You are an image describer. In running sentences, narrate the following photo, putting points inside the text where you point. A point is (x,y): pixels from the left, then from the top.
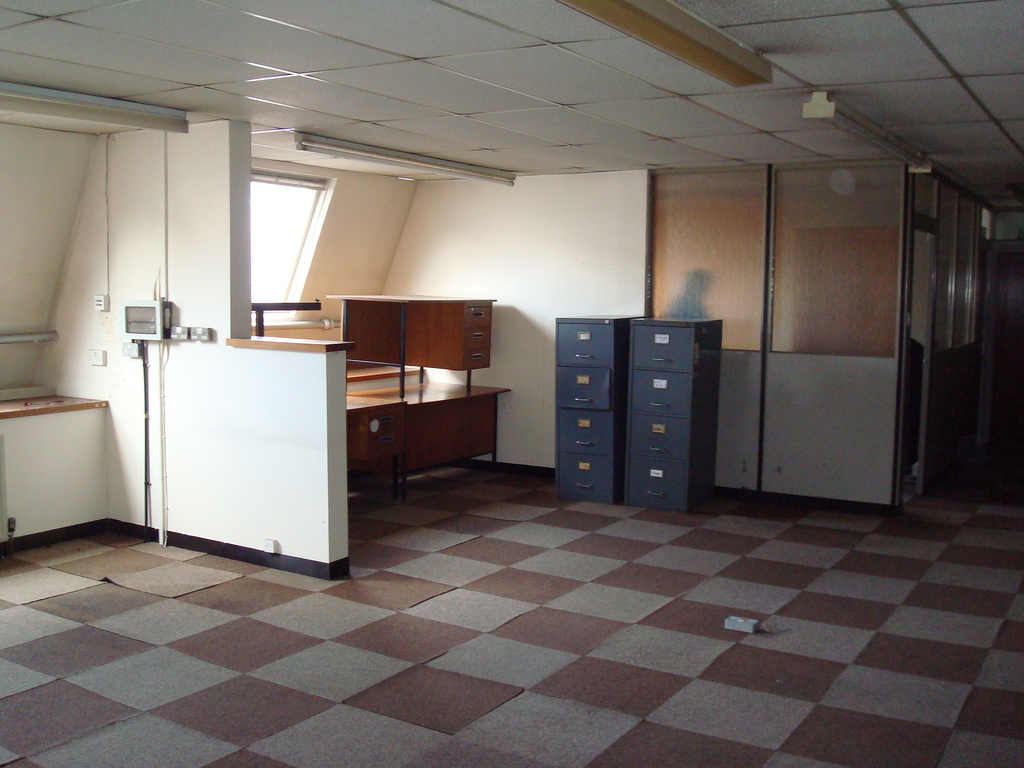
In the image in the center (672,418) we can see the racks (600,411) and tables (430,410). Coming to the left side (167,327) we can see switch board (137,318). Coming to the background (639,287) we can see the wall (598,205), glass (836,251), floor (780,518).
